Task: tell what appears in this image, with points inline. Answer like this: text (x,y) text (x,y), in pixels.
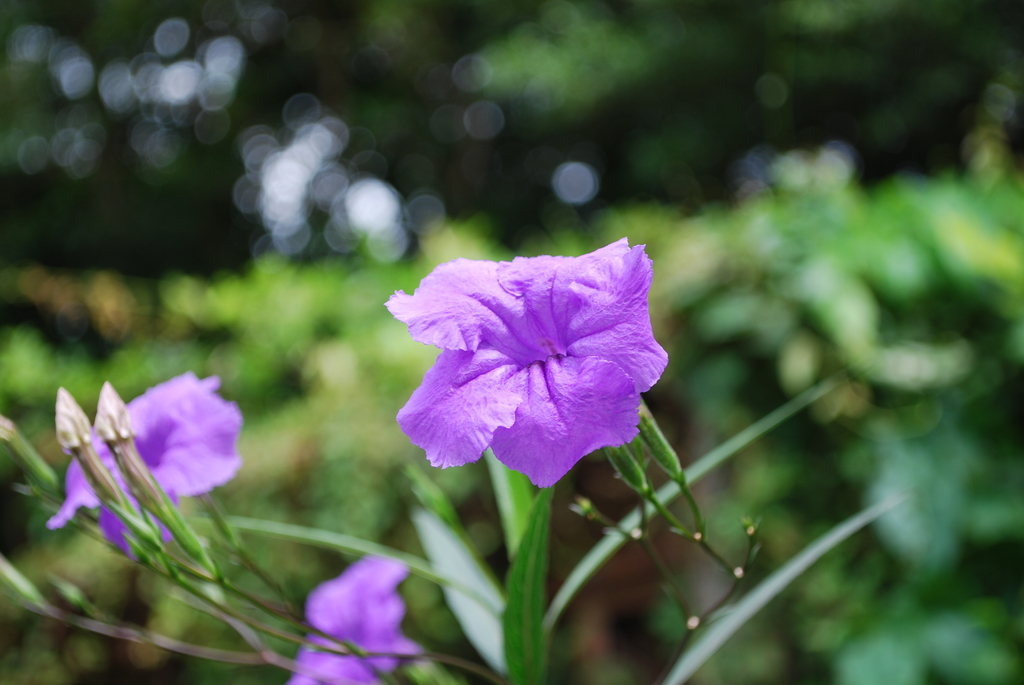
In this image, we can see purple color flowers (581,420), in the background (278,399) there are some green color plants (749,256) and trees (402,85).
